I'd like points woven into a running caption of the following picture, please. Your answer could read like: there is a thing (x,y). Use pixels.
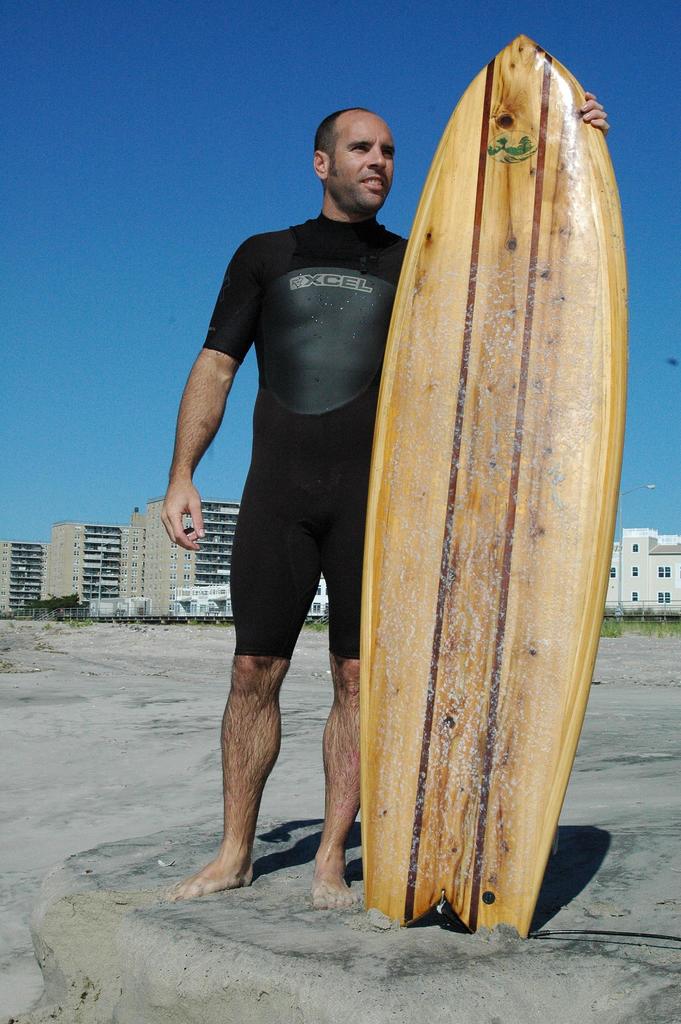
In this picture i could see a person (290,399) holding a surfing board (494,343) which is made up of wood (613,521). He is dressed in black swimsuit (276,312) and standing on the sand (110,872) near by beach (596,740). In the back ground (137,577) i could see a huge buildings (163,568) and a beautiful blue sky (158,265).
